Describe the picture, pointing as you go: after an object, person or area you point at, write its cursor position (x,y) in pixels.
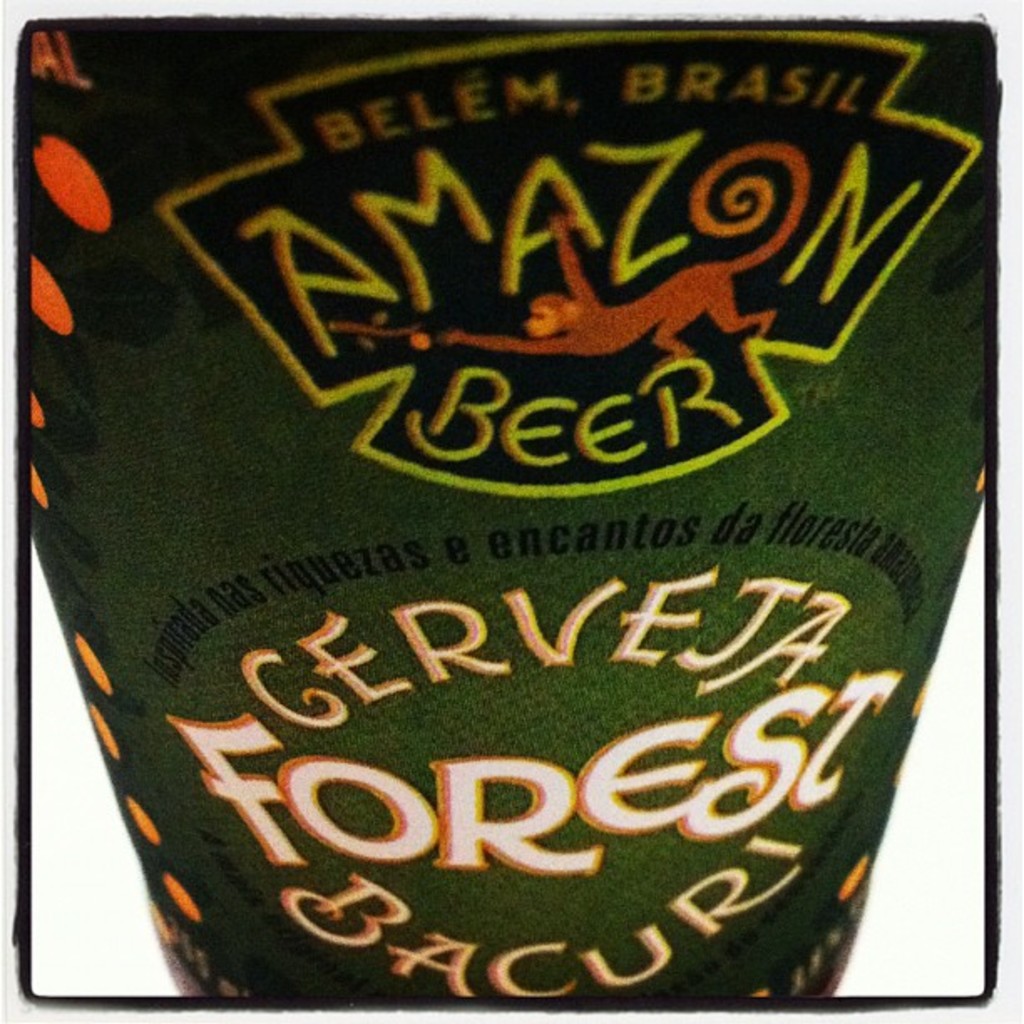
In the center of the image (561,496) we can see a beverage (373,830).
